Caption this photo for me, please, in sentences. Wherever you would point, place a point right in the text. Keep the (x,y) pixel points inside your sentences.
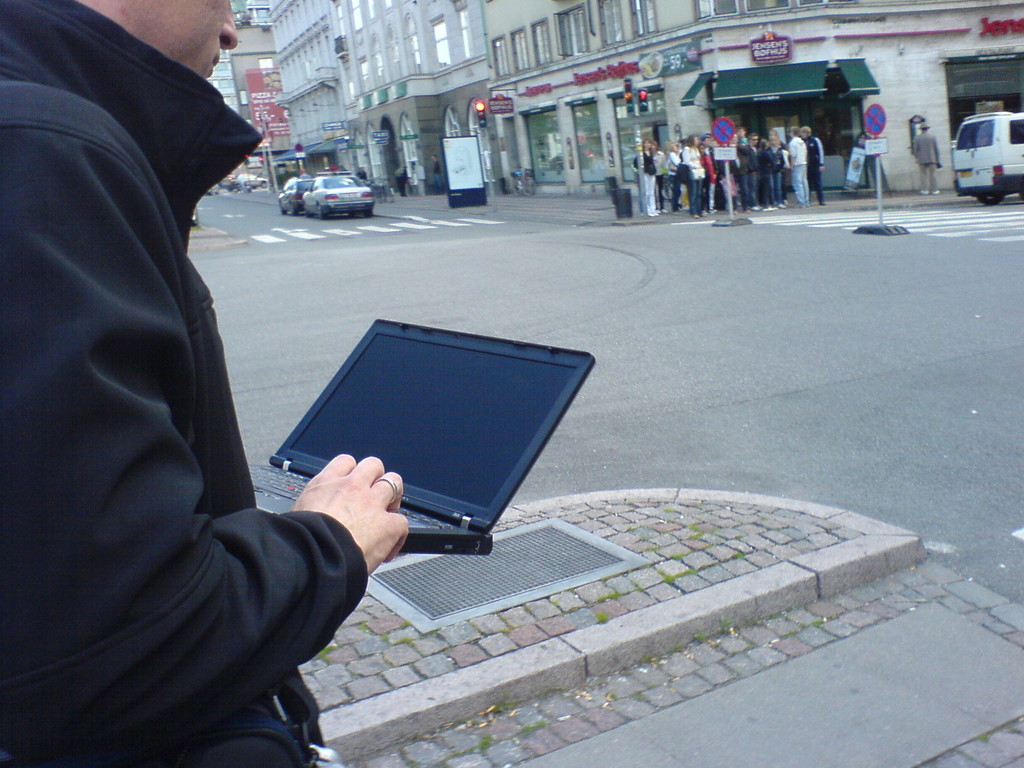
In front of the image there is a person (266,513) holding a laptop (391,437) in his hand (364,461), in front of the person (364,461) there are a few vehicles (232,189) on the road (542,260), beside the road (542,260) on the pavement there are a few pedestrians (765,173) and there are sign boards (468,141), traffic lights (484,152), lamp posts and buildings (419,77), on the buildings (349,59) there are billboards (664,66) and name boards (505,108), in front of the buildings (513,124) there are shops (686,97) with glass walls (540,140).
